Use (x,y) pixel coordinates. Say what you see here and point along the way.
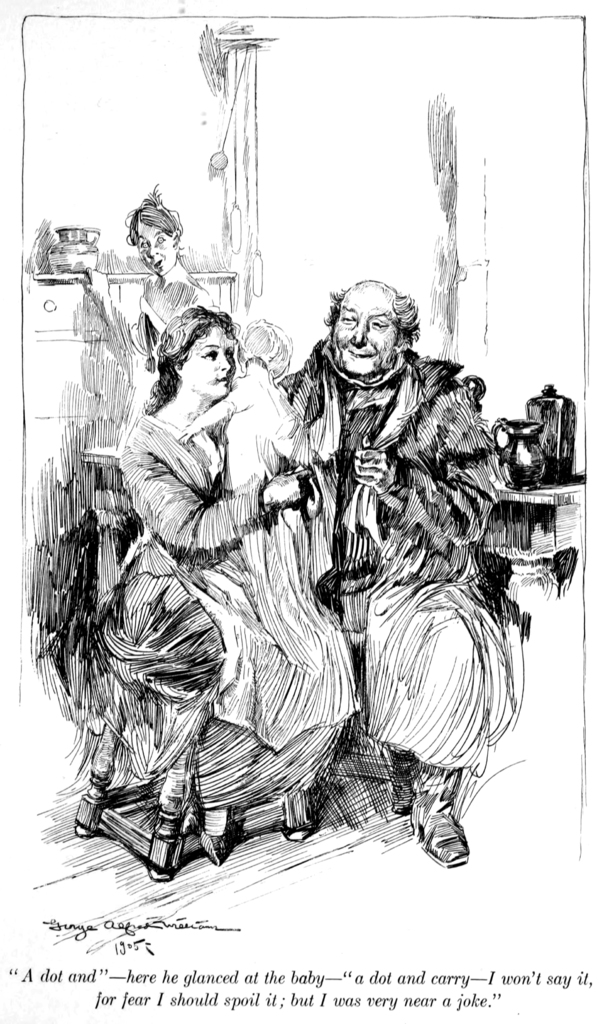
In this image we can see there is an art (244,473) of two persons (386,560) sitting on the chair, one of them is holding a baby (256,429) in her hand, behind them there is a person (151,300) standing, behind the person (151,275) there is a cupboard (110,282) and there is an object (75,250) on it. At the bottom of the image (269,977) there is some text (366,981).
